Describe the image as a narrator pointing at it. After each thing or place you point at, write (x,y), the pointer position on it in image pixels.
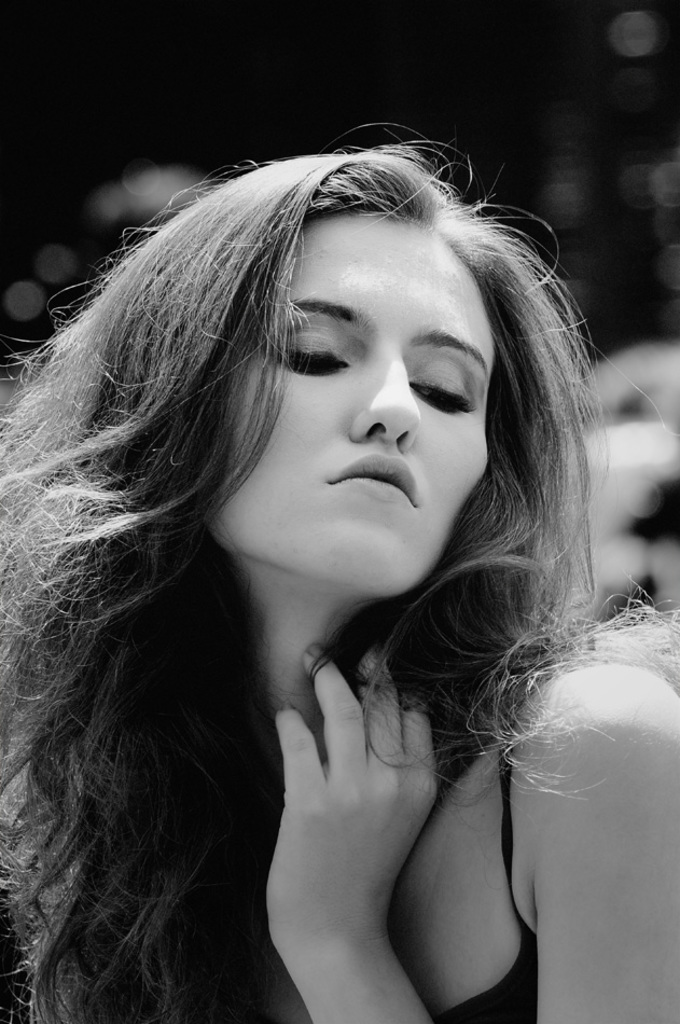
This is a black and white picture. In this picture, we see a woman (324,617) is posing for the photo. In the background (220,151), it is black in color. This picture is blurred in the background (665,511).
